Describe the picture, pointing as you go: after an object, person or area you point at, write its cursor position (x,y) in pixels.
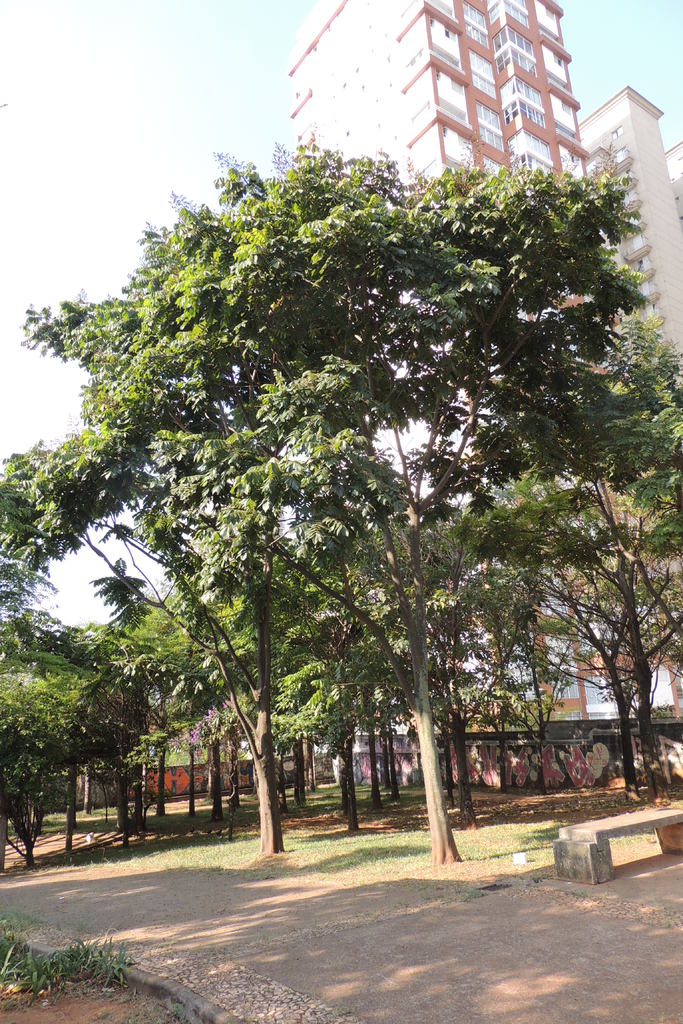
In this image, we can see so many trees (427,568), buildings (333,118), walls (607,726), glass windows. At the bottom (438,936), there is a walkway (423,961), bench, few plants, grass (364,861) we can see. Top of the image (632,46), there is a sky (646,55).
